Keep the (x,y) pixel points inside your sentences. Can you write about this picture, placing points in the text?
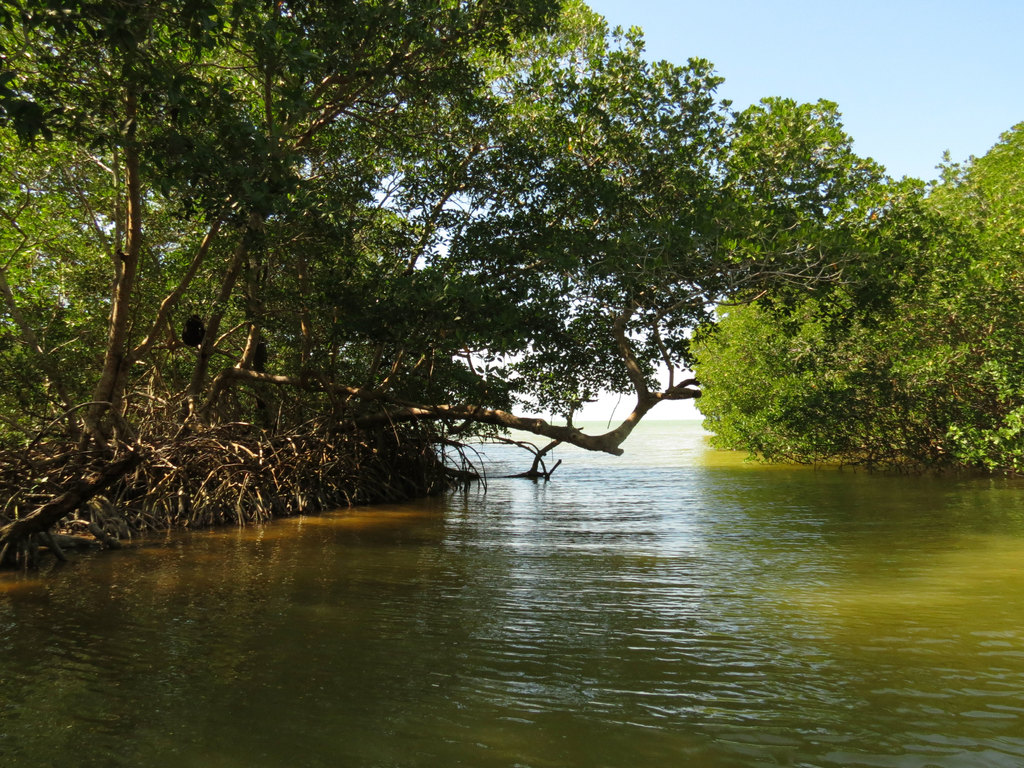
In this picture, we can see water (571,609), ground (210,451) with plants (173,390), trees (223,352), and the sky (785,83).
